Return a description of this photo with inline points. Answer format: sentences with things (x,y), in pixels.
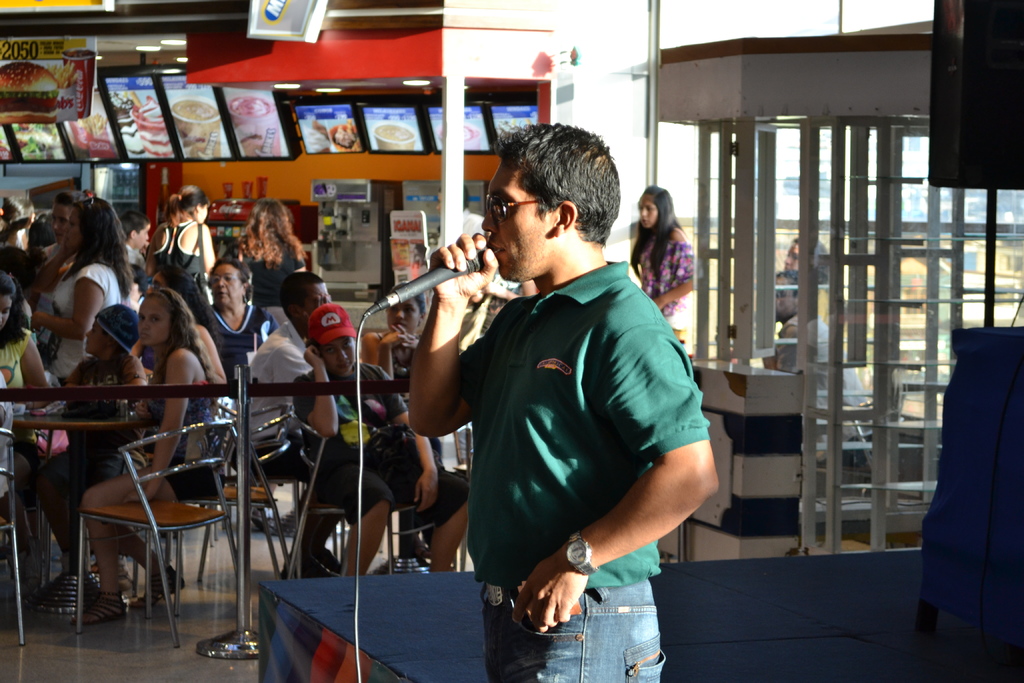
In the picture we can see a man (687,443) standing near the stage (850,646) and talking in the microphone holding it and he is in green T-shirt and beside him we can see the railing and behind it, we can see many people (23,341) are sitting on the chairs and one woman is standing near the exit (818,282) and behind the people (107,488) we can see the desk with coffee machines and some people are standing near it and on the top of it we can see some coffee advertisement boards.
